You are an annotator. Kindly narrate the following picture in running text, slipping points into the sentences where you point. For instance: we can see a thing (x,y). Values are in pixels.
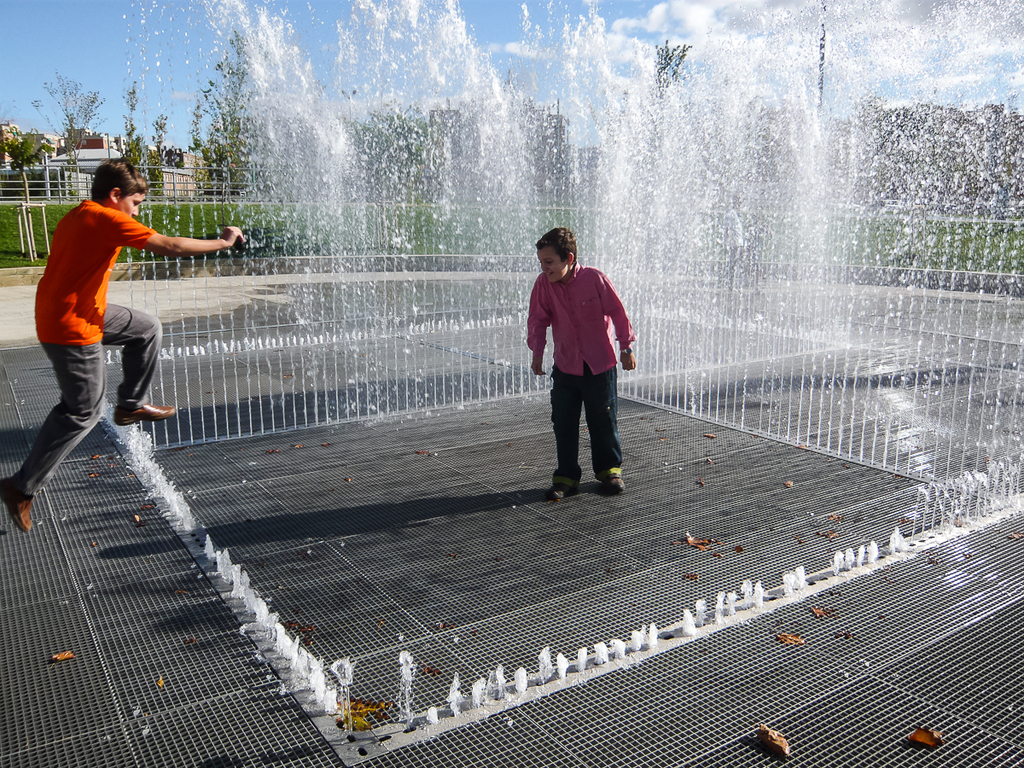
In this picture we can see a boy (587,401) standing on the floor (445,574) and in front of him we can see a person (107,269) jumping, water (328,683) and at the back of him we can see the grass (510,242), trees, buildings (117,140) and in the background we can see the sky (105,27).
